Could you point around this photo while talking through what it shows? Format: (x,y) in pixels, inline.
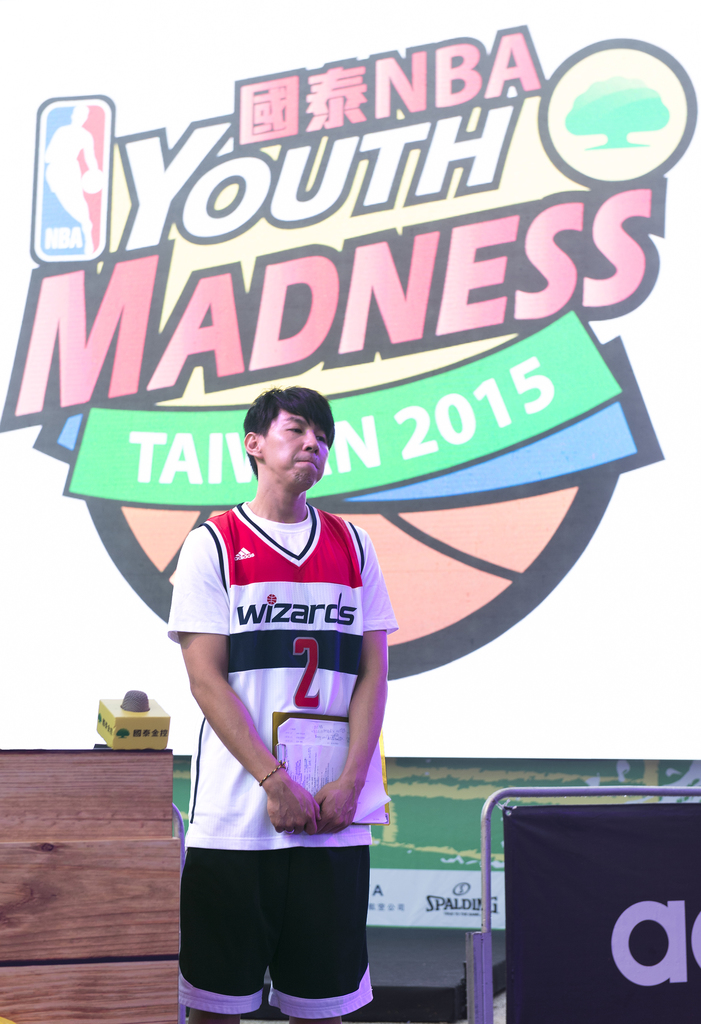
In this image there is a person (321,702) standing and holding some object (296,768) in his hand (279,777). Beside the person (249,987) there is a banner (537,903). In the background (349,407) there is a logo (60,298).
